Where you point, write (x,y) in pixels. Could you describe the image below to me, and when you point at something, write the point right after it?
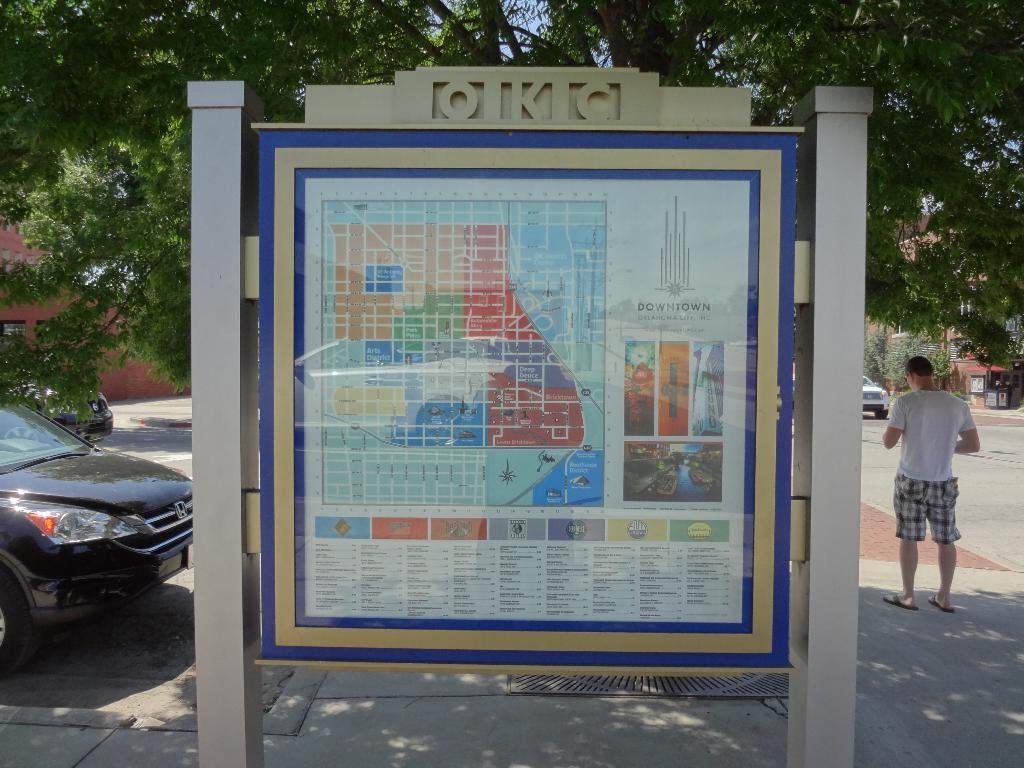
In this image there is a board (505,401) in between the two poles (211,293). In the board (519,364) there is a map (446,350). In the background (295,82) there are trees (271,91). On the left side (74,491) there is a car (33,557) on the floor (38,678). On the right side (912,448) there is a person (929,491) standing on the floor (936,621). In the background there is a building (139,383). On the right side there is a car (871,398) on the road (973,470).
